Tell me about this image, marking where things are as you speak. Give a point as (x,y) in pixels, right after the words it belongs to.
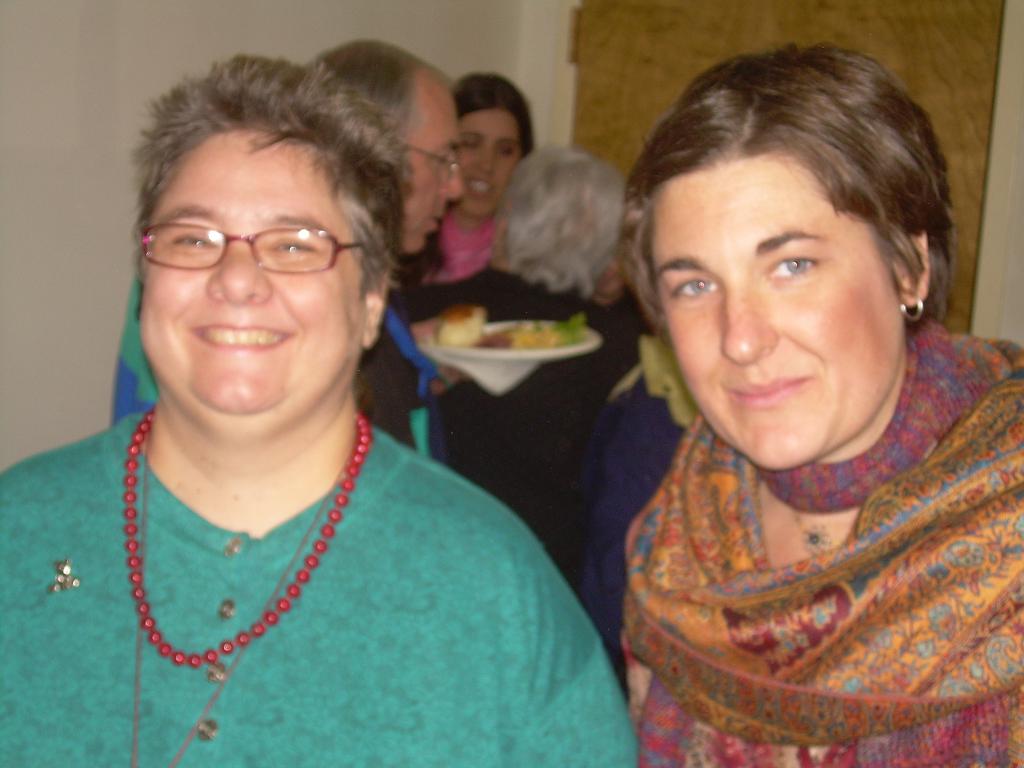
There are people (315,210), these two people (297,348) smiling and he is holding plate (480,357) with food (456,308). In the background (540,77) we can see wall (324,24) and door (775,1).
